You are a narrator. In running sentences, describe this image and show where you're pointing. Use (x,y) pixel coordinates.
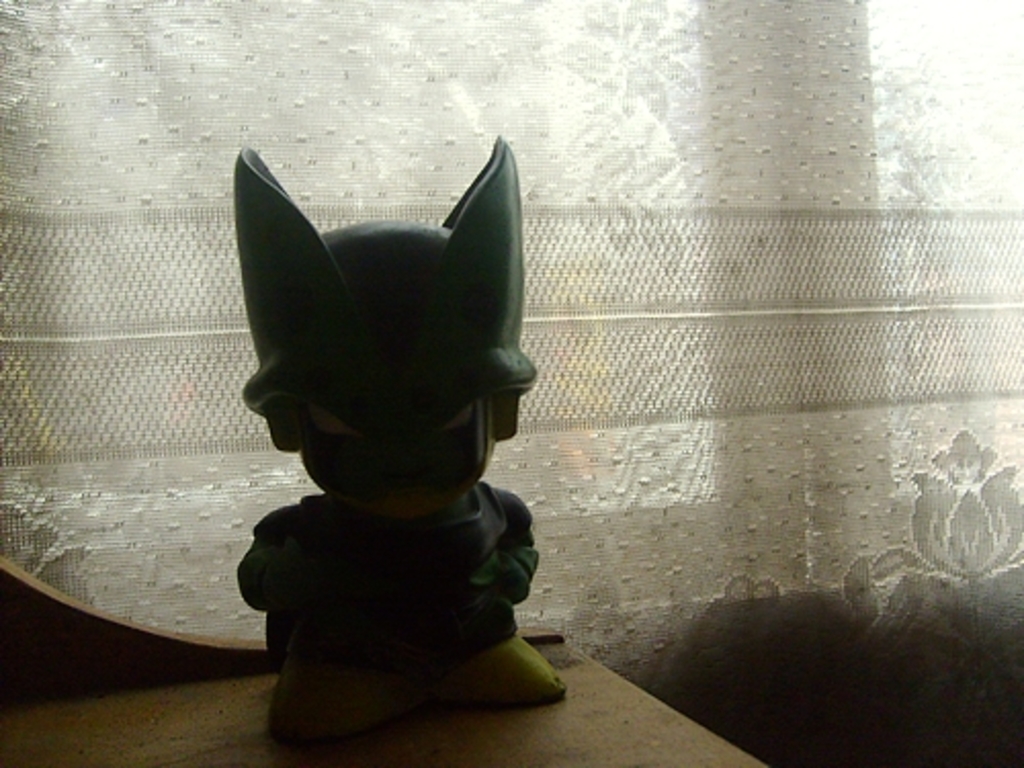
In the image I can see a toy (456,564) on the table (462,719) and behind there is a curtain (225,413) to the wall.
